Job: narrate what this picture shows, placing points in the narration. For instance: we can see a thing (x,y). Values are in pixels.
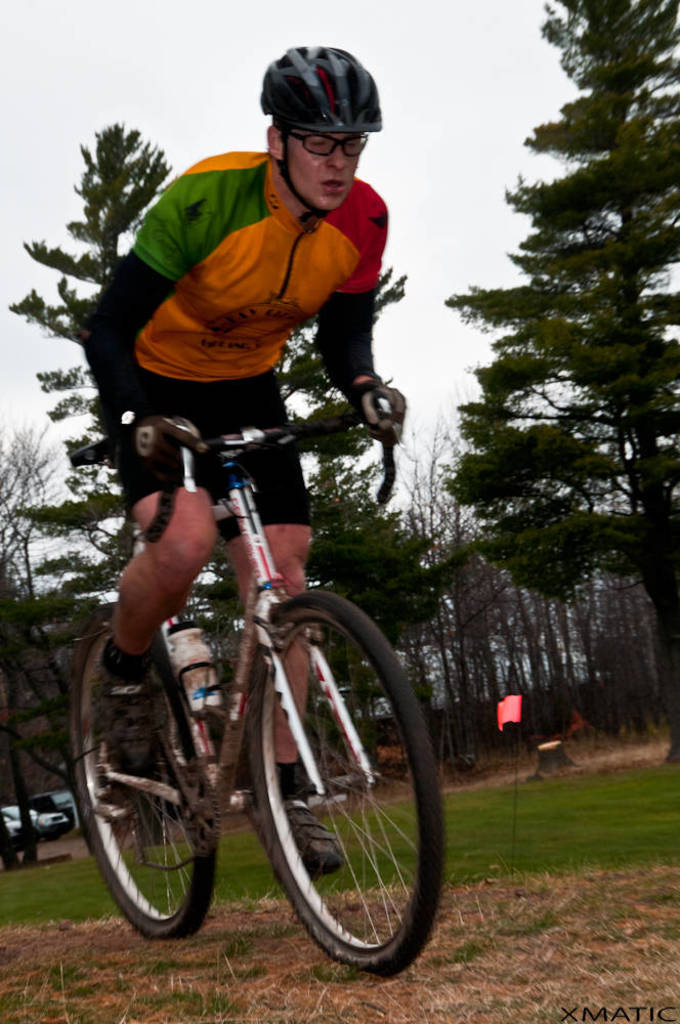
This image consists of a man (297,492) riding a bicycle (404,962). At the bottom (486,959), there is green grass (507,953). In the background (449,542), there are many trees (33,852). On the left (9,820), there are cars (45,813) parked on the ground (58,852). At the top (194,79), there is sky (378,171).
